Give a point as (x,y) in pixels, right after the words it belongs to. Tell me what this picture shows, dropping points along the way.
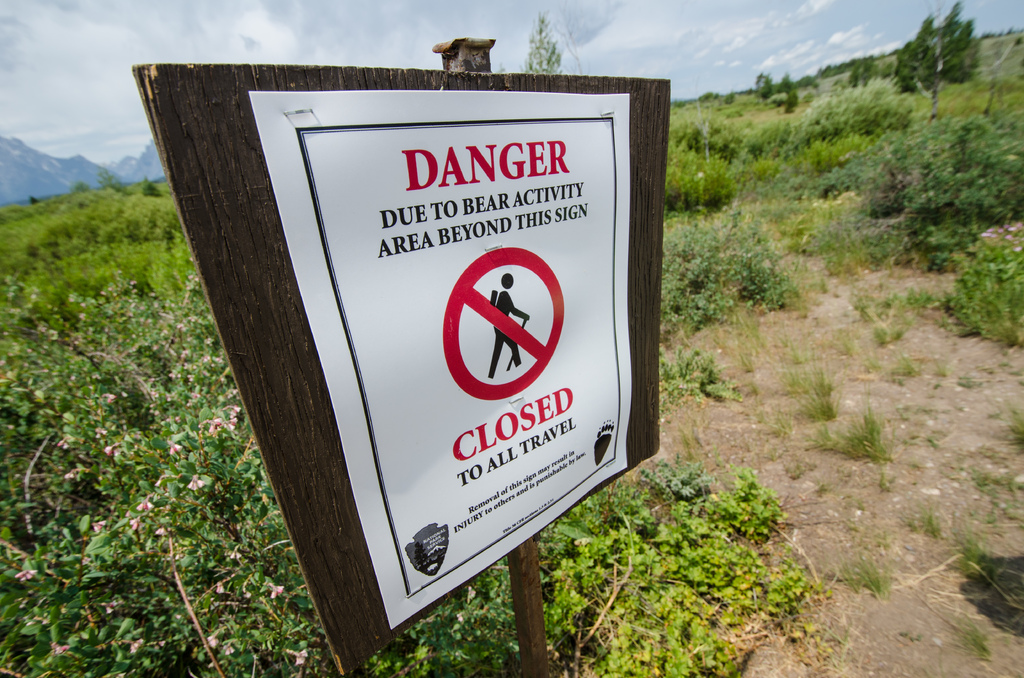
This is a paper (386,116), which is attached to the wooden board (274,459). I can see the trees (930,38) and the plants (727,246). In the background (73,168), these look like the mountains (137,156). These are the clouds (265,25) in the sky (657,20).
